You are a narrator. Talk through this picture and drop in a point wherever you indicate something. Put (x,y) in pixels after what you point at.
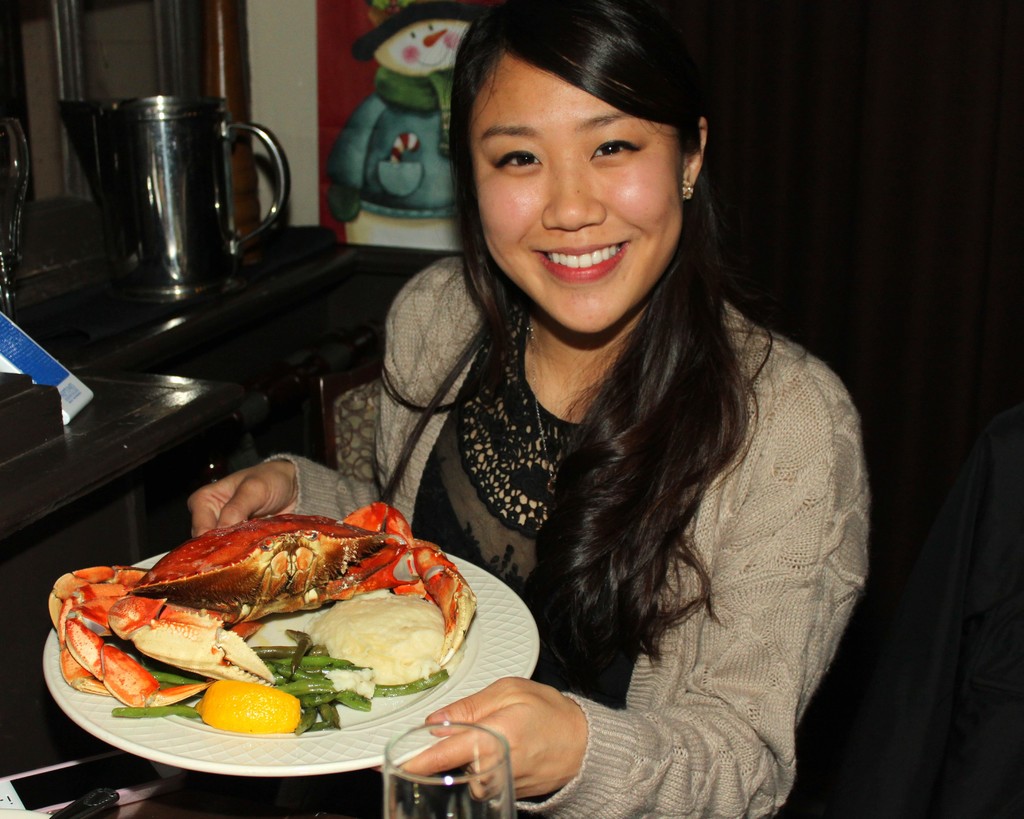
In this picture we can see a woman (532,287), she is smiling and she is holding a plate (364,718), and we can see food (229,593) in the plate (402,705), beside to her we can find a glass (392,758), mobile (161,768) and other things (62,382) on the table (121,424).
